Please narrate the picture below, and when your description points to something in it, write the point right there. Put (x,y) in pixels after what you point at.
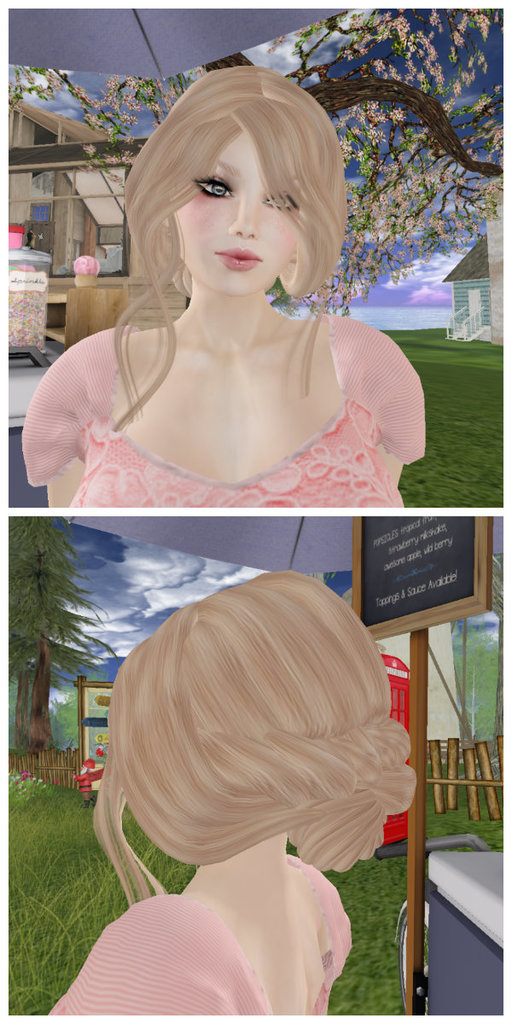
In the picture I can see the collage images. I can see a woman (158,282). There is a house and a tree (445,84) on the right side (422,197). I can see the green grass (85,883) and a tree (42,658) on the left side (72,800). I can see the wooden board pole (410,882) on the right side (413,883). There are clouds (149,569) in the sky (135,571).
